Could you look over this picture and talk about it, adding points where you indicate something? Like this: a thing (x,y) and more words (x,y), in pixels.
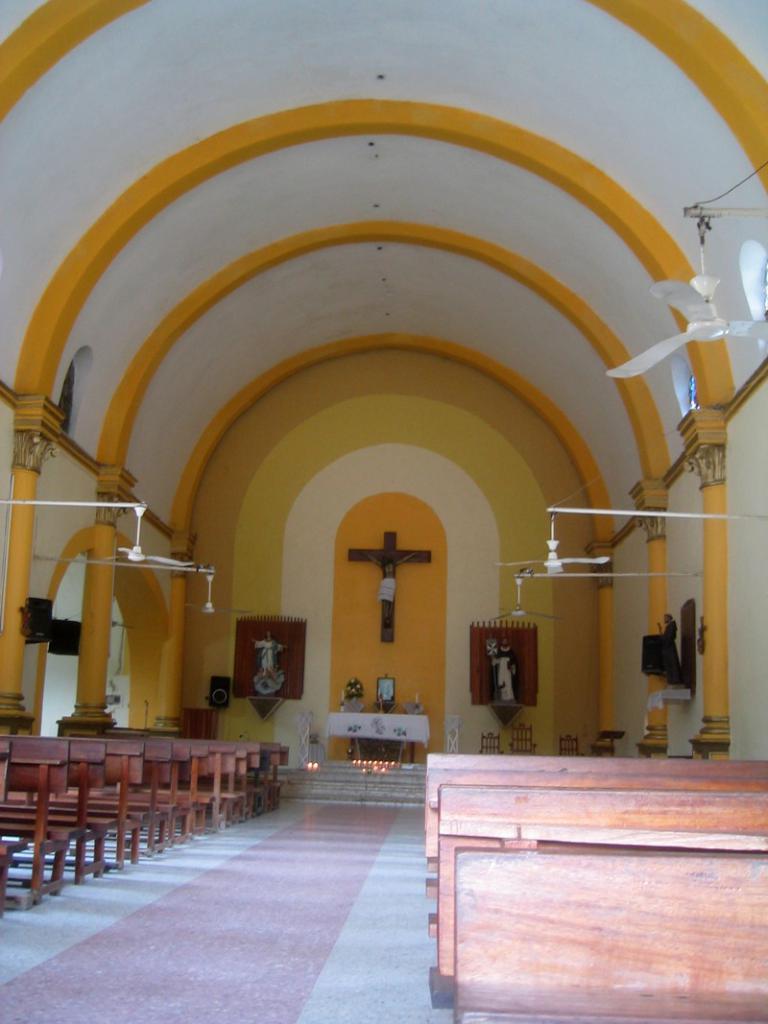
This is inside of the building (763,586), we can see benches (720,839), fans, poles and speakers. In the background (409,673) we can see statues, candles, steps (392,780), objects (417,705) on the table (405,727), chairs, cross symbol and wall (576,706).
